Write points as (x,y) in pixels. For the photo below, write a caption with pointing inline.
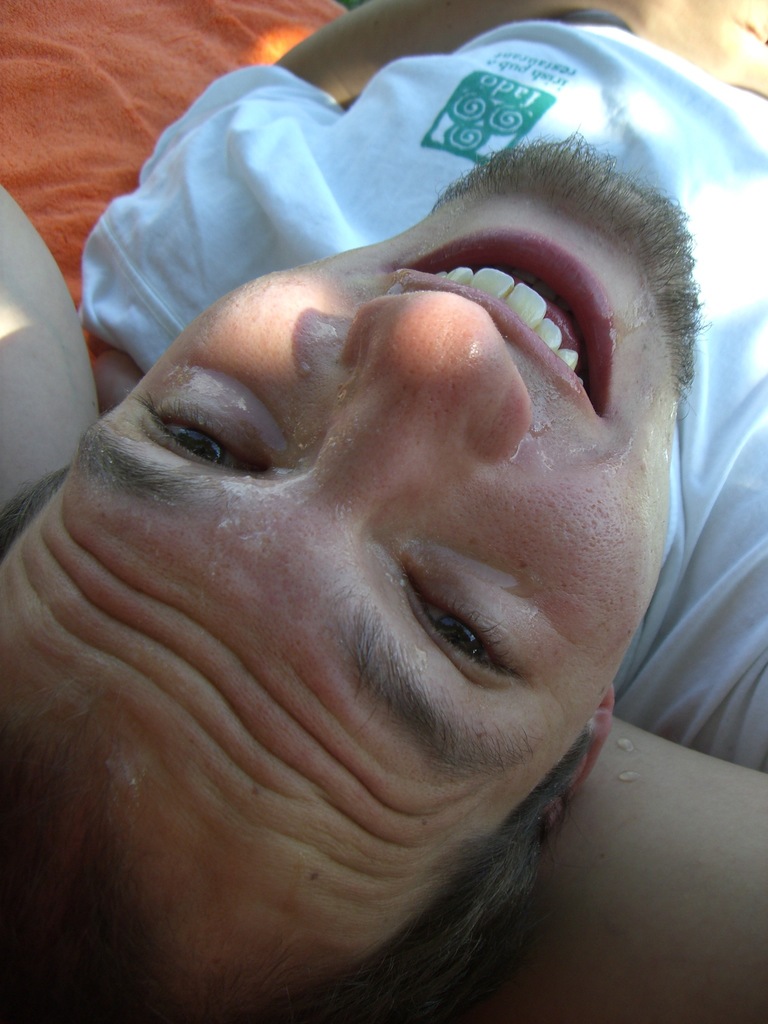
In this image we can see a person (355,725) lying and smiling.
